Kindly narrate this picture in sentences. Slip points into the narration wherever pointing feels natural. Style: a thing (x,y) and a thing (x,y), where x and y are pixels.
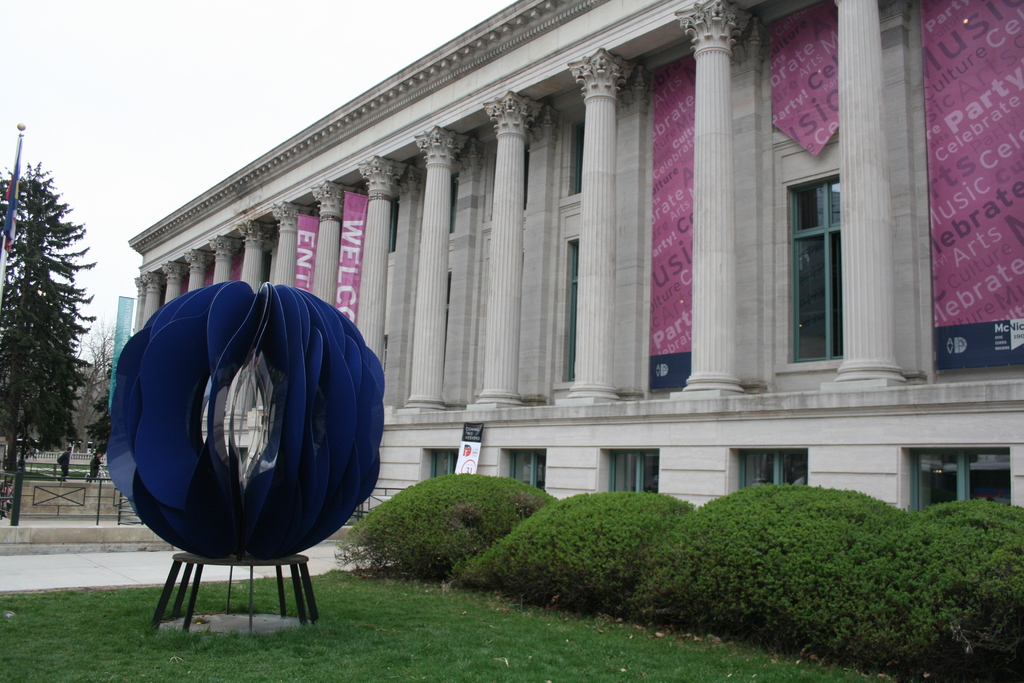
This picture is clicked outside. On the left (306,403) there is a blue color object (295,331) placed on the top of the table (251,568) and we can see the green grass (421,591), plants (735,528) and a flag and the trees (65,393). On the right (708,27) there is a building (833,153) and we can see the pillars (880,103) and windows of the building (887,82) and we can see the banners (814,131) on which we can see the text (968,140). In the background (202,29) we can see the sky (141,36), group of persons (60,465), metal rods (57,496) and some other objects (37,512).
